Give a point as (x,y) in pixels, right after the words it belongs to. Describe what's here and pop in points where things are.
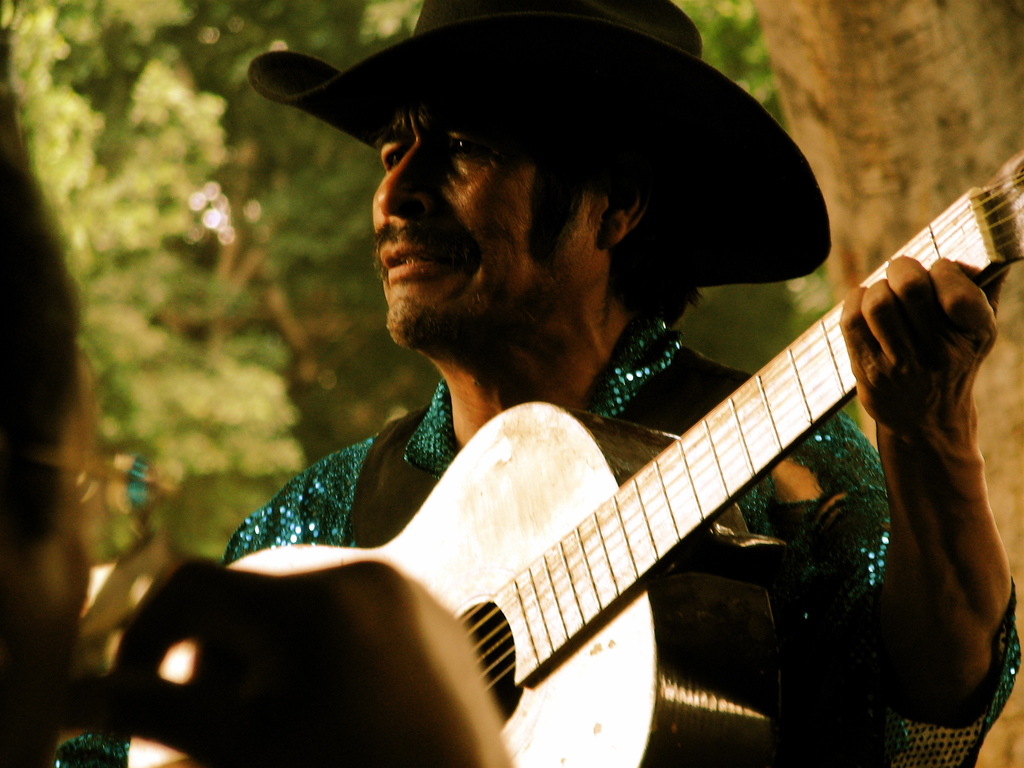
In the image there is a man (841,520) holding a guitar (520,575) and playing it in background (301,46) there are some trees (168,260).
